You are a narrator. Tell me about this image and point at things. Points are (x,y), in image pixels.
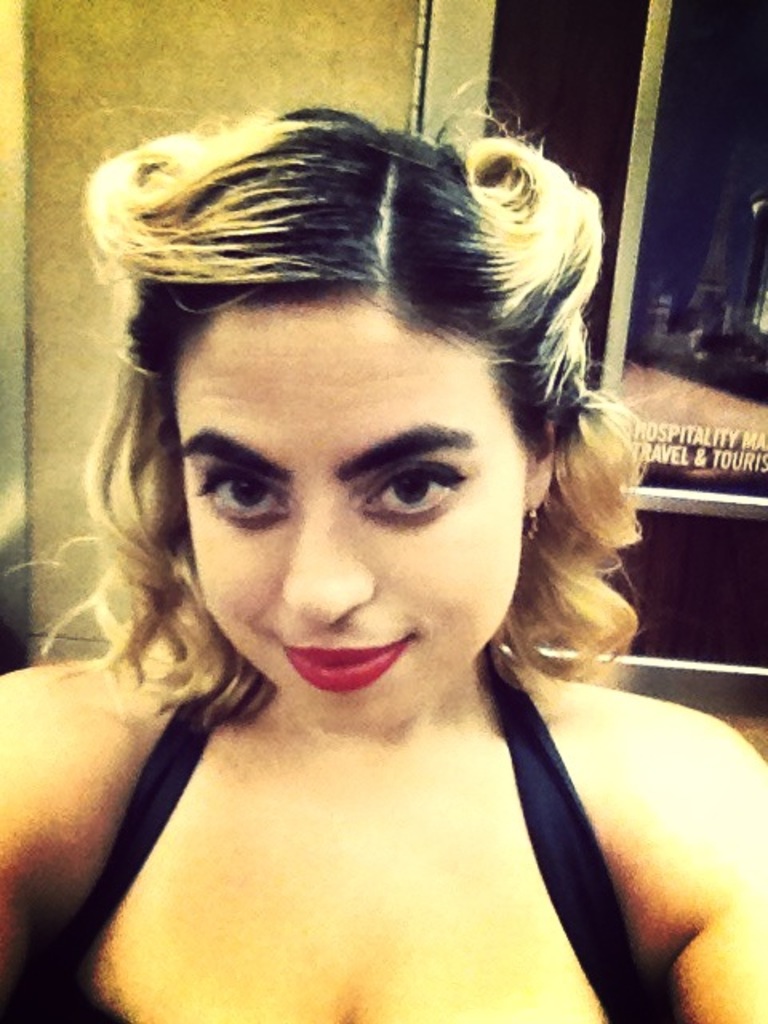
In this image we can see a woman (296,841) and in the background (751,35) it looks like a glass door (681,404), on the glass door (691,435), we can see some text (694,431) and the wall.
